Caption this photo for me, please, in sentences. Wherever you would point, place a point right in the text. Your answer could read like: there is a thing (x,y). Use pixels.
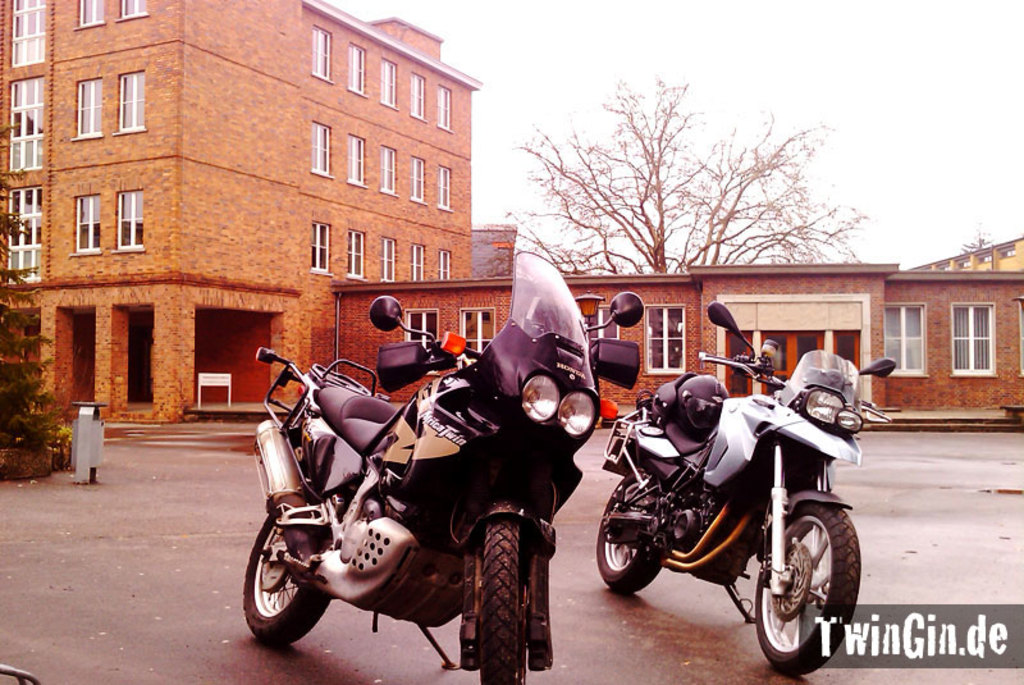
In this image we can see two motorbikes (554,355) parked on the road (406,649). On the backside (397,142) we can see a building (210,357) with windows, some trees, a signboard (227,377) and the sky (817,125) which looks cloudy.
